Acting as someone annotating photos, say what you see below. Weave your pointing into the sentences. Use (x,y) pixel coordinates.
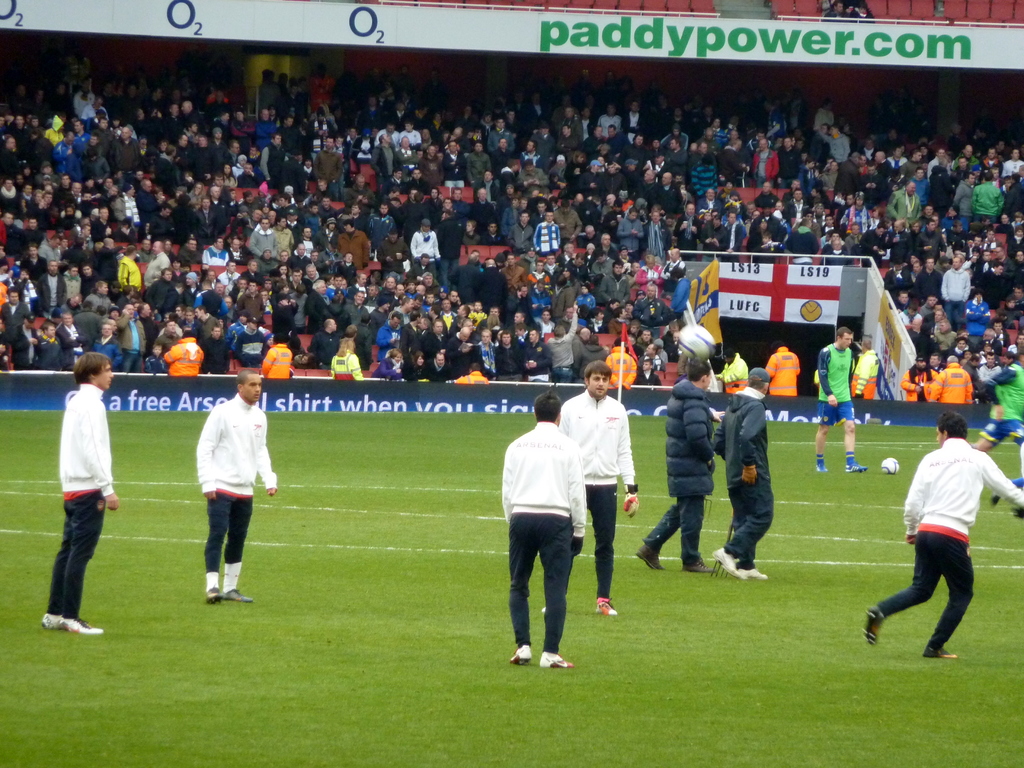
This is a playing ground (487,555). Here I can see few men (618,467) are standing. In the background (925,260), I can see a crowd of people (583,331) facing towards the ground (445,538). At the bottom (343,698), I can see the grass (434,710). On the right side (696,284) there are few flags (885,344). At the top of the image (575,51) there is some text (656,41) on a wall (443,29).
